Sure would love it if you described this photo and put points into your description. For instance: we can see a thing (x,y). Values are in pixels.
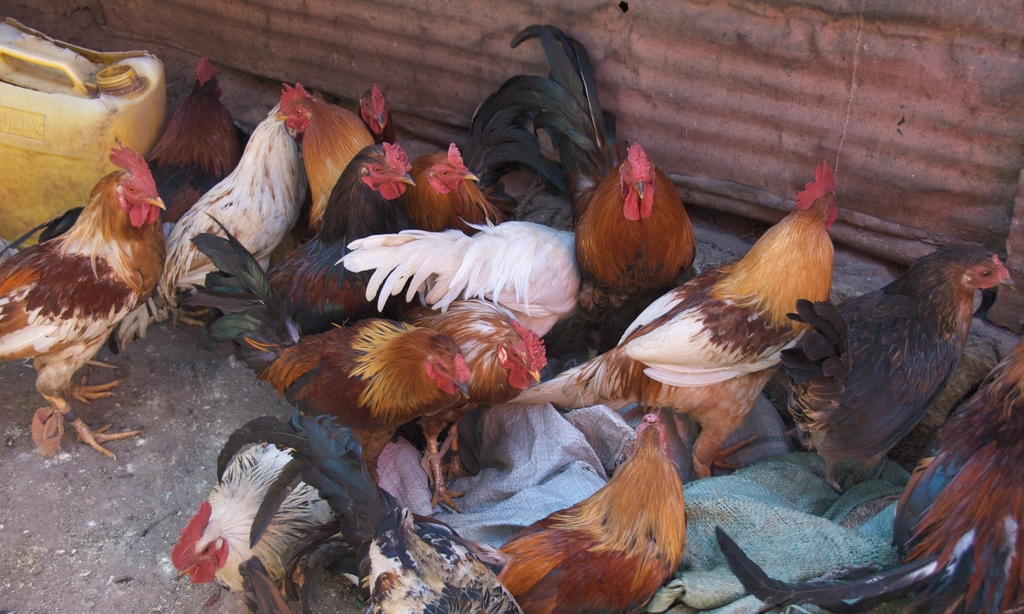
A group of hen (488,243) are standing, on the left side (133,78) there is a can (108,129) in yellow color.
